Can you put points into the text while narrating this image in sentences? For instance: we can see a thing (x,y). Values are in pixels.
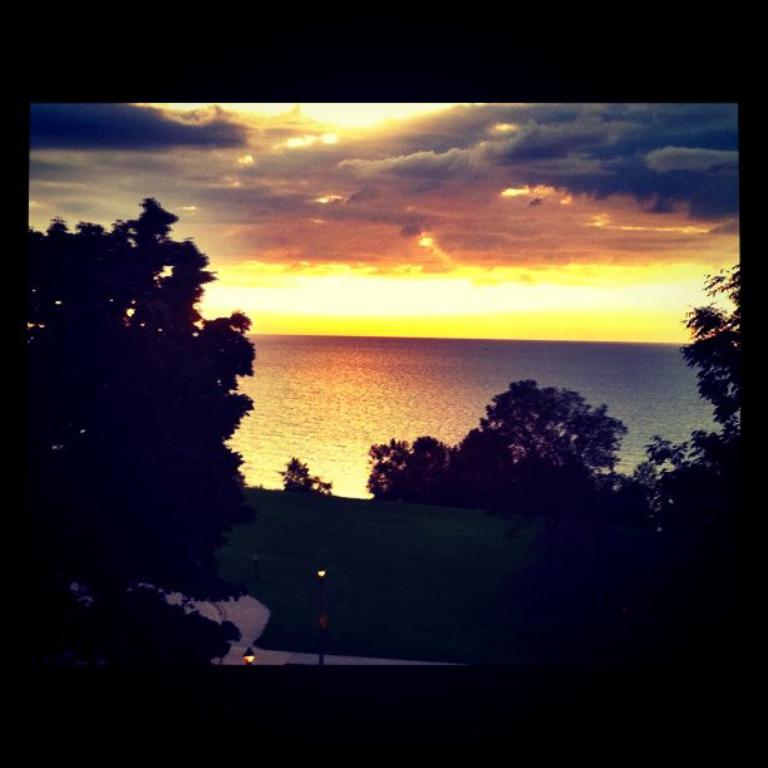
In this image in the center (506,487) there are some trees (667,499) and at the bottom (229,613) there is walkway (239,652) grass (327,556), and in the background (328,376) there is water (350,388) and at the top of the image (294,207) there is sky (393,244).
